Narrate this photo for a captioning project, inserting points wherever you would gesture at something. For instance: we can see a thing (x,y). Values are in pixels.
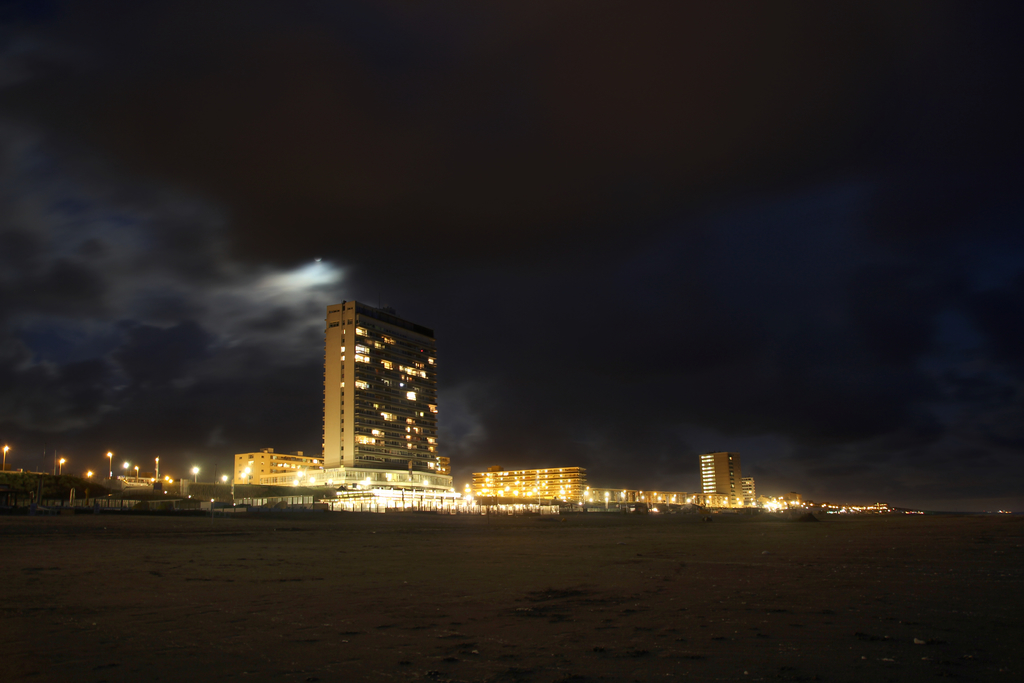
In this image I can see buildings (485,478), towers (370,410), street lights (366,478), windows (390,414), ground (266,591), fence (119,499) and the sky (82,459). This image is taken may be during night.
